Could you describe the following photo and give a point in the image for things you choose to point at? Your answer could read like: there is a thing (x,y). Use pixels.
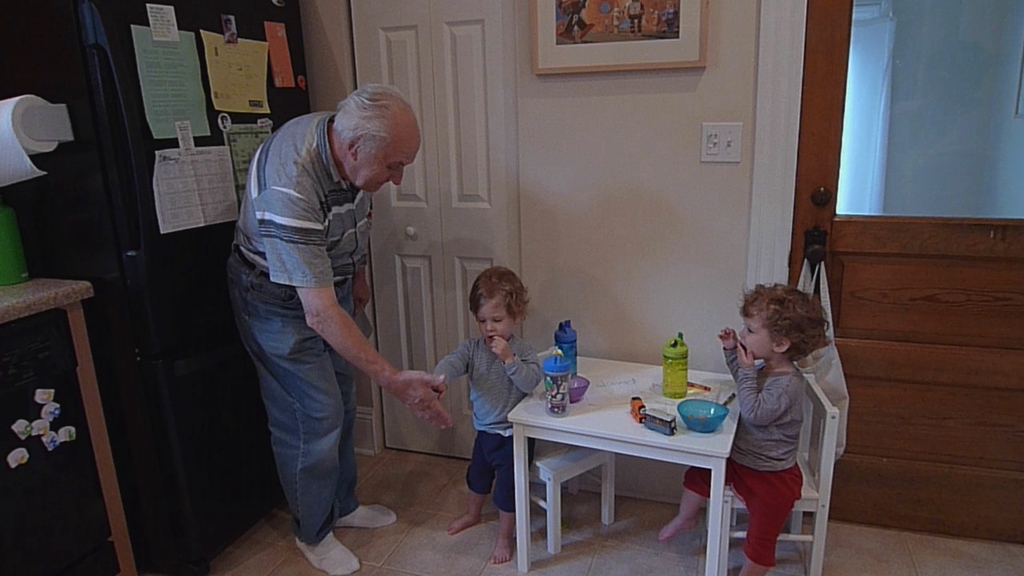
As we can see in the image there is a wall (618,159), door (373,69), a man (372,120) standing over here and there is a table (578,436). On table (648,450) there is a bowl (690,404), bottles (683,385) and on the left side (148,454) there an almirah (139,348).
